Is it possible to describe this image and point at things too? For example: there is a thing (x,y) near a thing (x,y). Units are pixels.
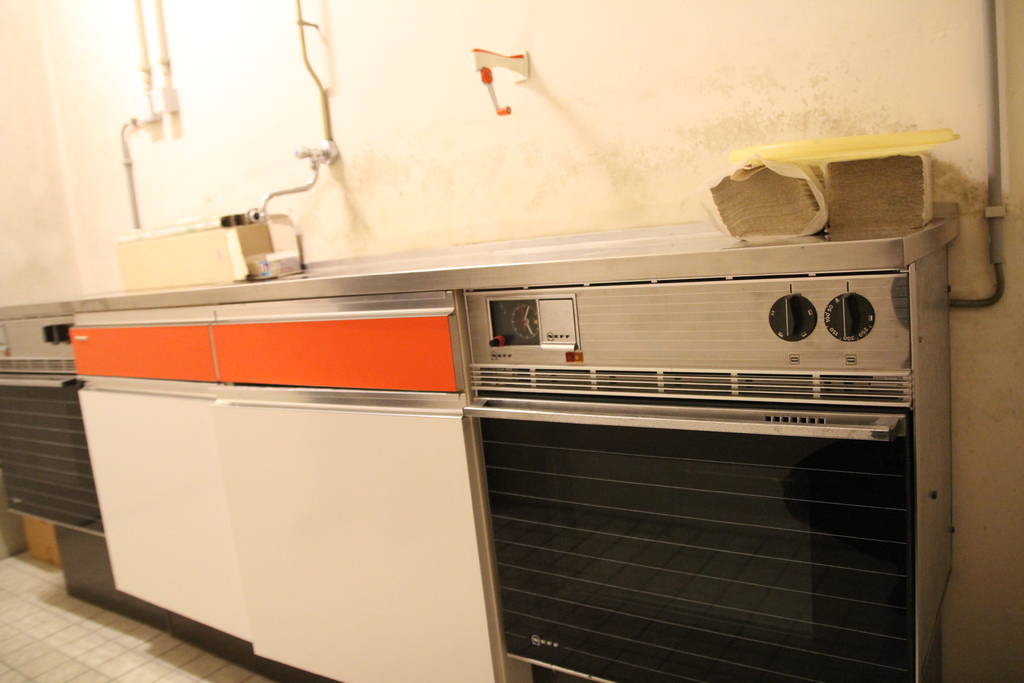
This is inside view. Here I can see the cabinets (343,467) and a machine (583,449) on the floor (92,631). On this I can see a box (270,246) and few papers (785,214) are placed. At the top (304,65) I can see few metal rods (148,55) are attached to the wall (464,139).
